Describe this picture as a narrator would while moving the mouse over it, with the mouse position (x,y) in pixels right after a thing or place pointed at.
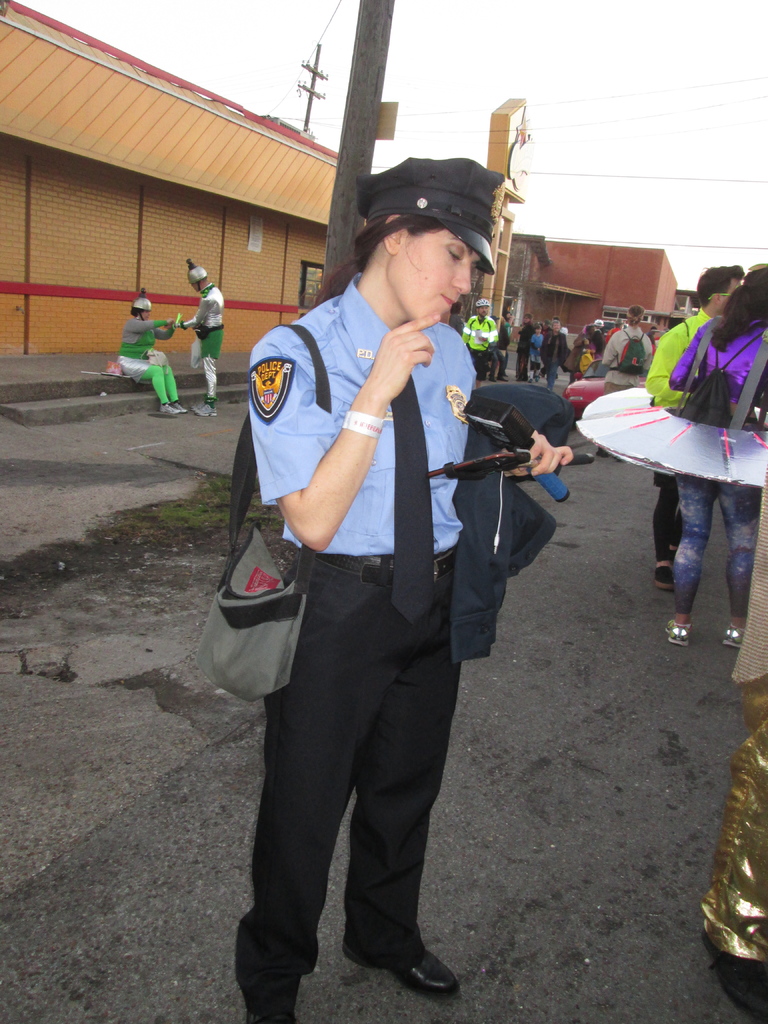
In this image In the foreground (380,379) I can see a person (318,548) wearing a bag (240,514), cap (468,209), standing on road (600,542), holding an object (472,407). At the top (224,85) there is the sky (700,96), in the middle (472,351) there are some houses (180,213), poles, persons (540,328), on the right side (665,369) I can see few people (738,336) and there are two people (660,364) visible on the right side (656,367), around them I can see an object (735,455), there are two people (121,364) wearing colorful dresses (202,316) visible on the left side (221,335).
